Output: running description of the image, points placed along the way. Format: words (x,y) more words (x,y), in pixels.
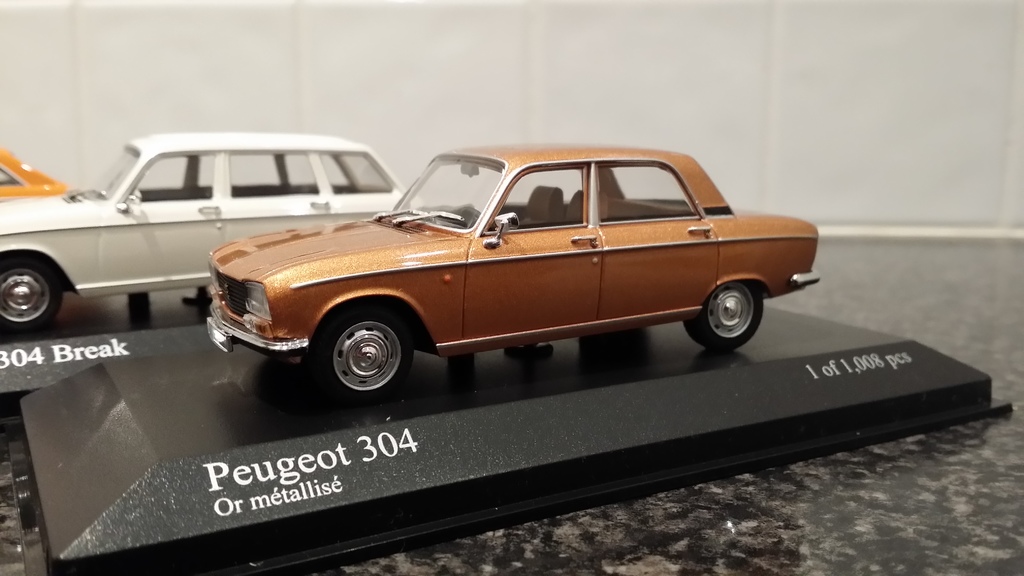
In this picture there is small model of car (487,187) in the center of the image (558,254) and there are other cars (249,186) in the background area of the image (165,208).
